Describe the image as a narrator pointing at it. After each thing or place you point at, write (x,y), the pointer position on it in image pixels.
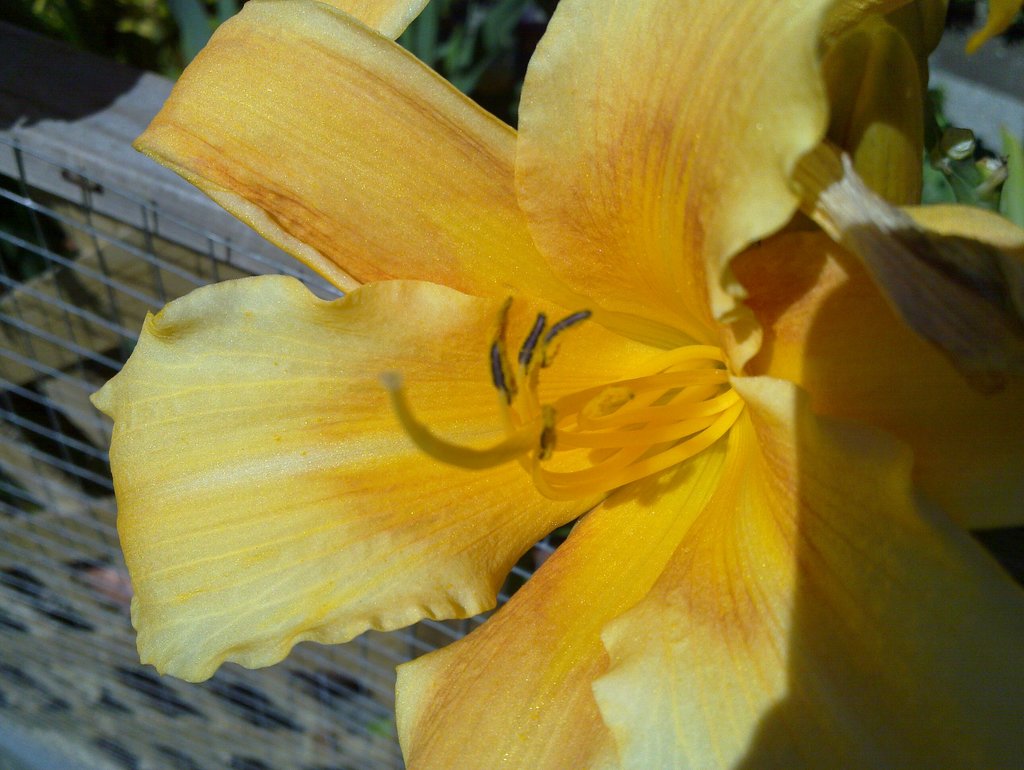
In this picture in the front (588,242) there are flowers (558,333) and in the background (459,59) there are plants (489,46) and there is net (68,499) which is visible in the background (151,223).
